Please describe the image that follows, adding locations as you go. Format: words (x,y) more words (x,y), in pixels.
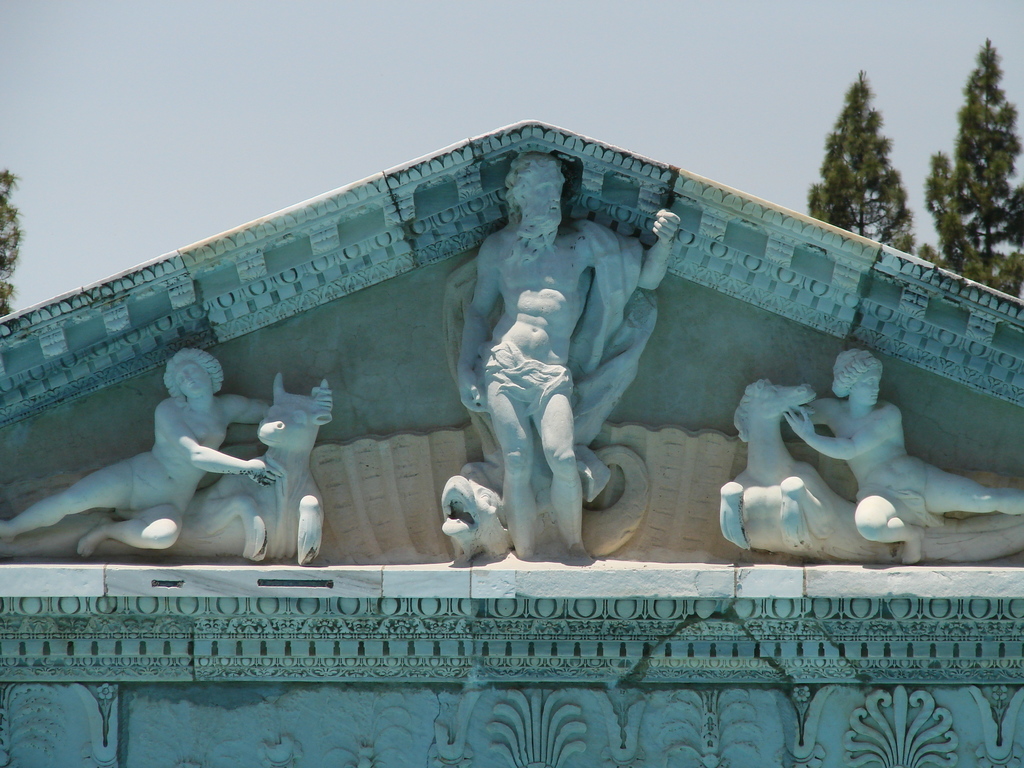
This is the picture of a building (738,439). There are sculptures (45,504) on the wall (344,732). At the back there are trees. At the top (484,65) there is sky (484,65).
